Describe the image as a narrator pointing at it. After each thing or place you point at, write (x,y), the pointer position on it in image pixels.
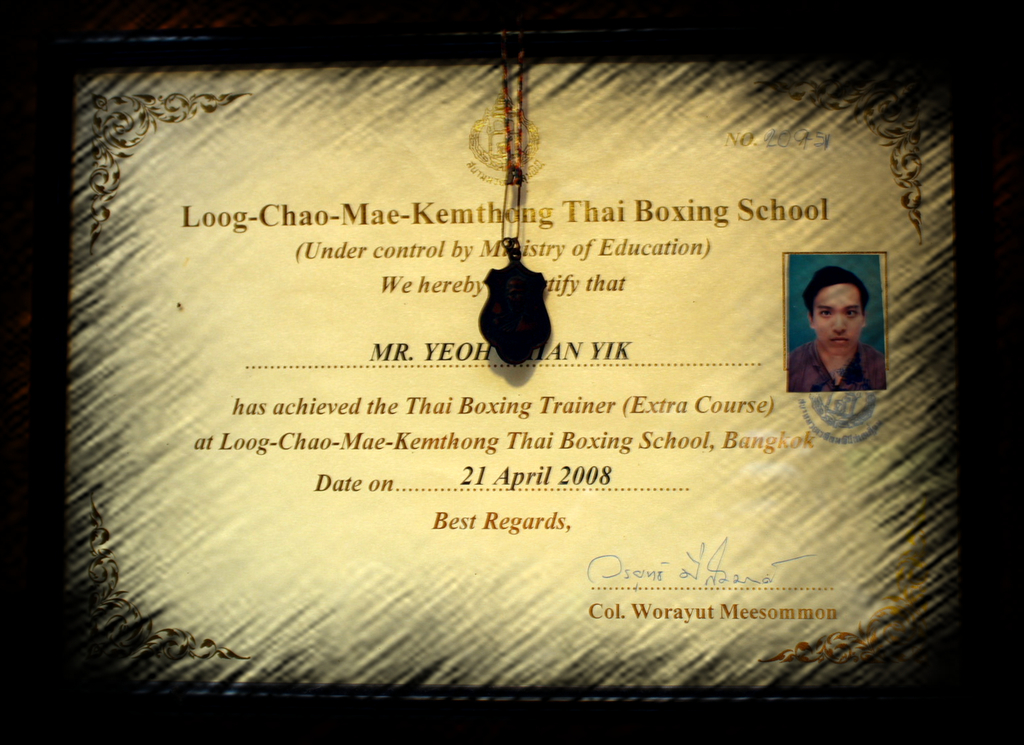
In this image we can see a frame (475,393) containing some text (627,410), a photo (790,350) of a person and a locket (510,304).
